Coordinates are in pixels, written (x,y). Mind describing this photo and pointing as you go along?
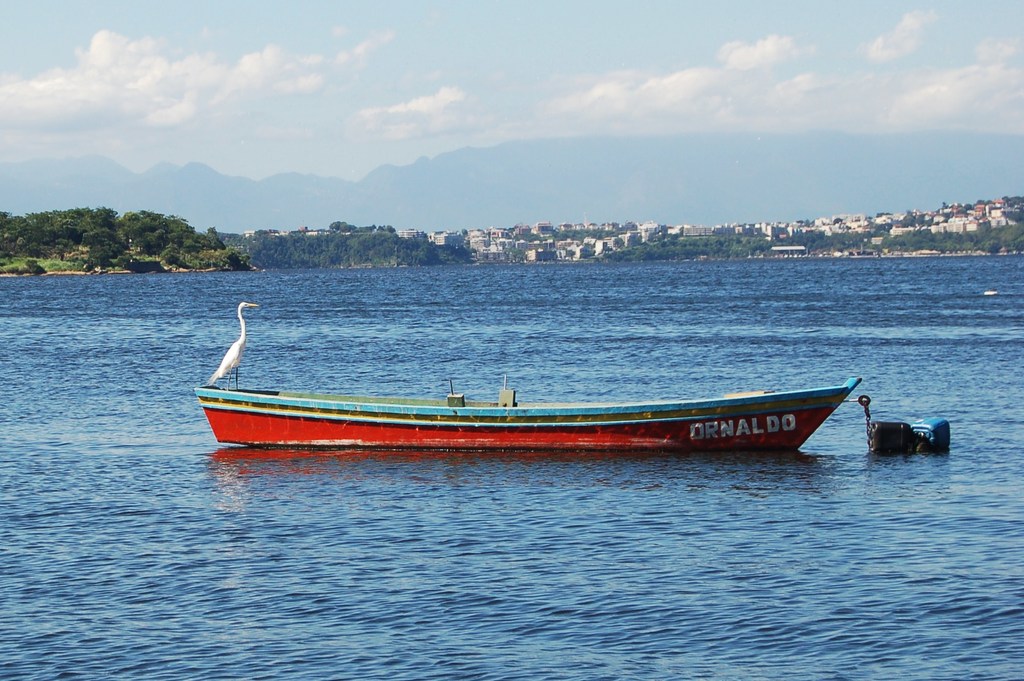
In the center of the image (397,428) there is a boat (528,419) on the river (227,318). There is an egret (232,386) on the boat (425,423). In the background (107,240) there are trees (87,236), buildings (643,231), hills (390,222), sky (468,98) and clouds (674,109).
